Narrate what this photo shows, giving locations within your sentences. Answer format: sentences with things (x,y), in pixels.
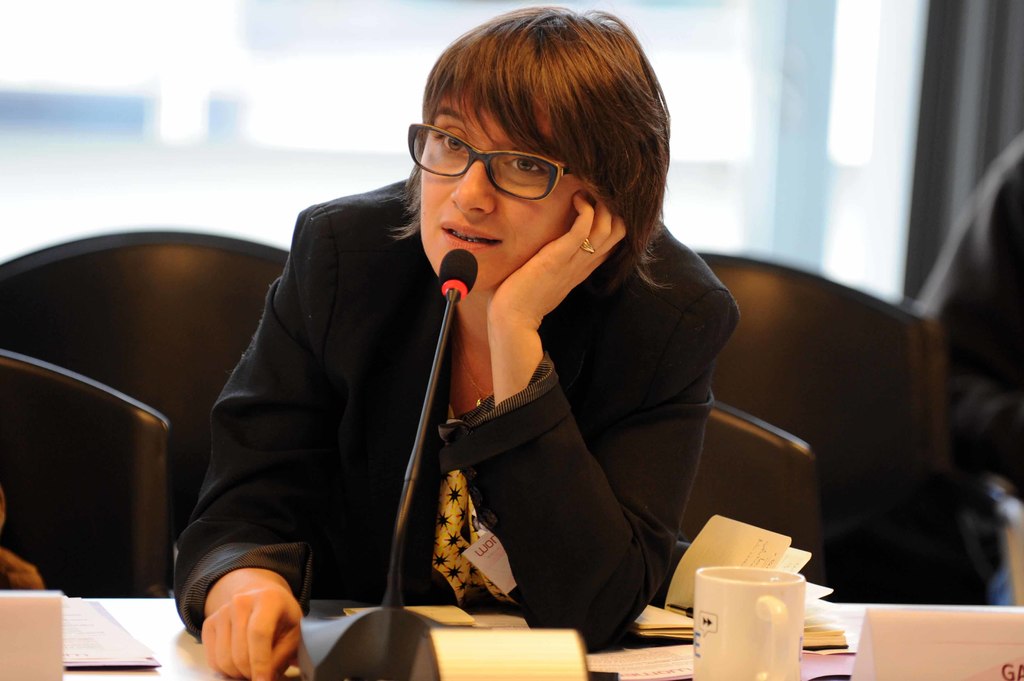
A woman (524,454) is sitting and talking in the microphone (421,425). She wore black color coat (648,450), spectacles (501,171).
